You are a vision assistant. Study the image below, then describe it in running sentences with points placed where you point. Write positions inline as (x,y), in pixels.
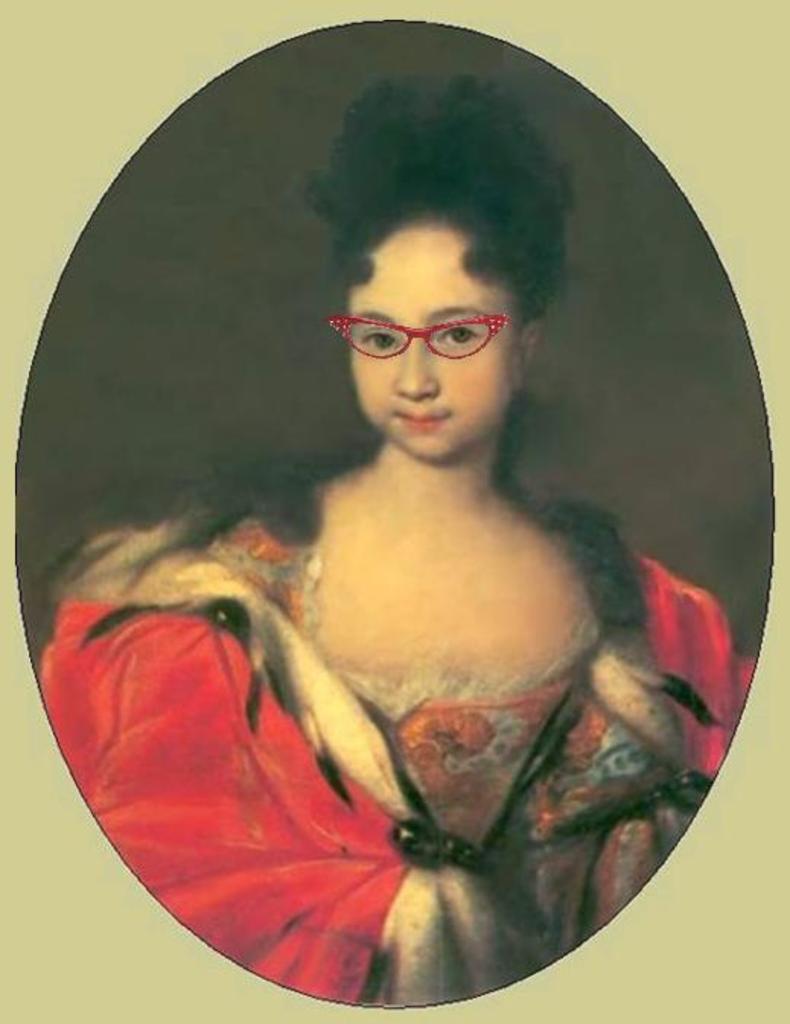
This is a painting picture. She is a woman (284,589) wearing a nice dress (235,808). She is holding a pretty smile (429,420) on her face (436,427). She is wearing a spectacles (420,337) which are red in colour and her hair (406,132) is very short and it's curly.
